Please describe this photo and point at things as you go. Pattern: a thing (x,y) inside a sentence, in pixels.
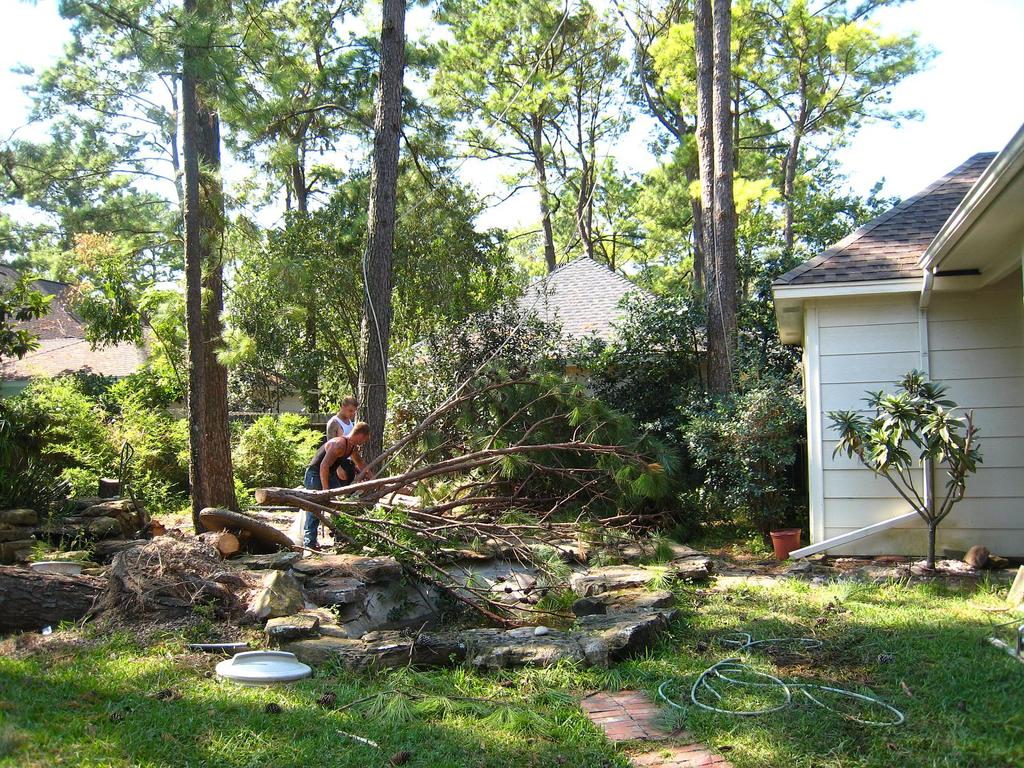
This image consists of two men (346,480) cutting trees (324,491). At the bottom (444,698), there is green grass (530,751). In the background (463,309), there are many trees (506,318). To the right (884,336), there is a house (837,365).
